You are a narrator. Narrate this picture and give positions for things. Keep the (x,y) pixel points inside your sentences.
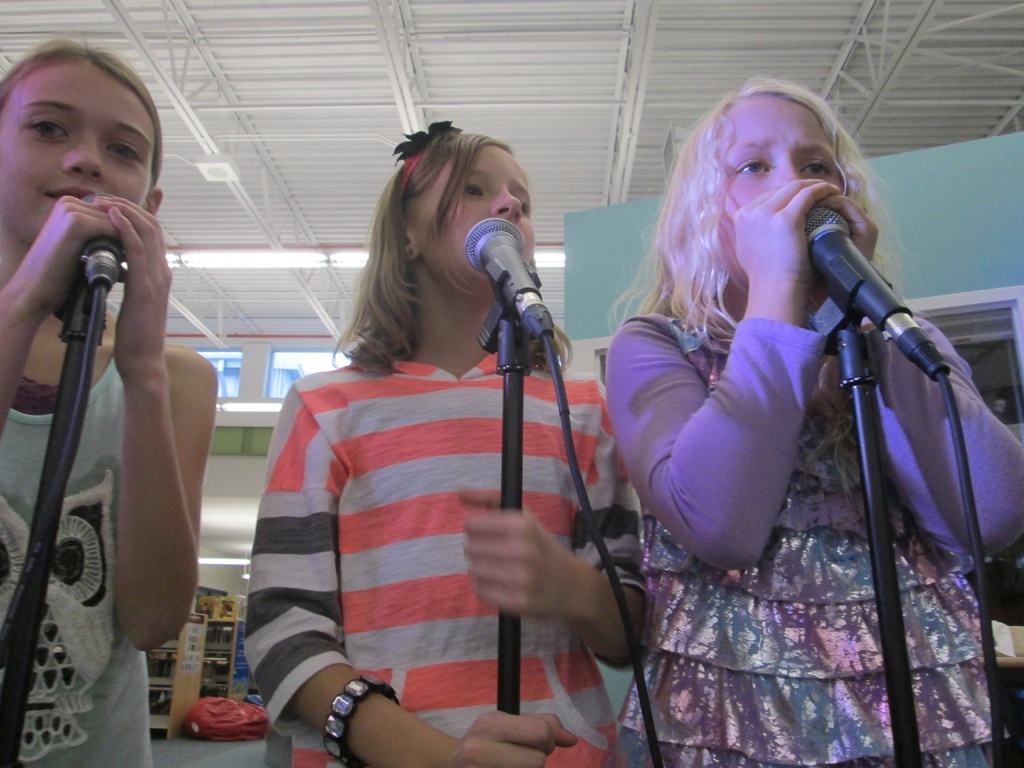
In this picture we can see girls (769,317) holding mike's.
